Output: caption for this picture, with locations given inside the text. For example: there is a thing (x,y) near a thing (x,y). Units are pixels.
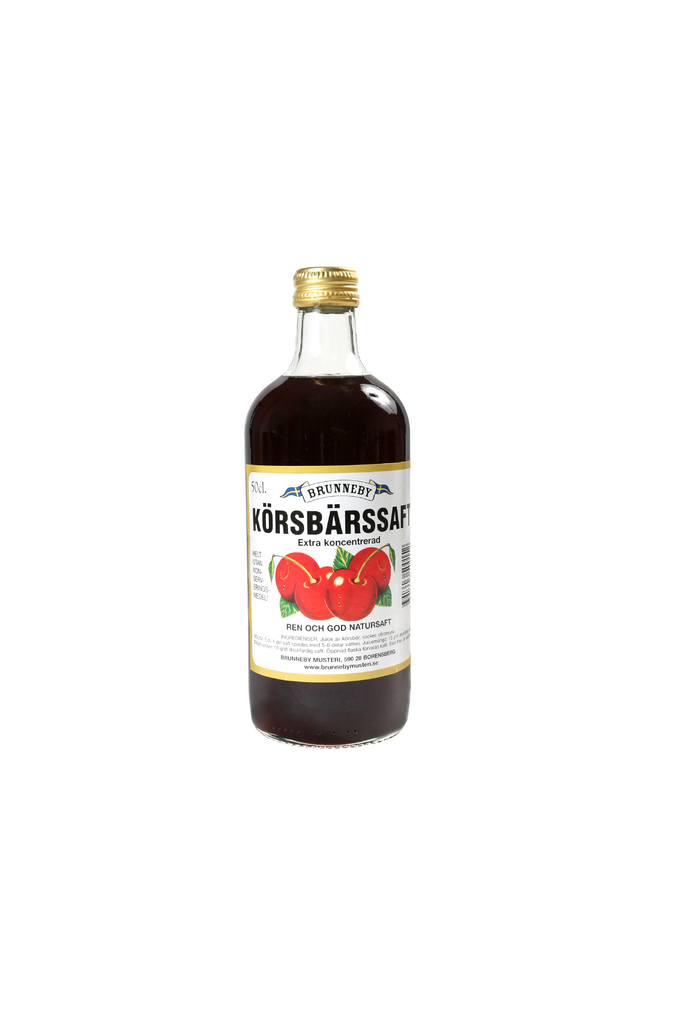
In this image we can see a bottle (391,504) with a label (334,610) on it.
